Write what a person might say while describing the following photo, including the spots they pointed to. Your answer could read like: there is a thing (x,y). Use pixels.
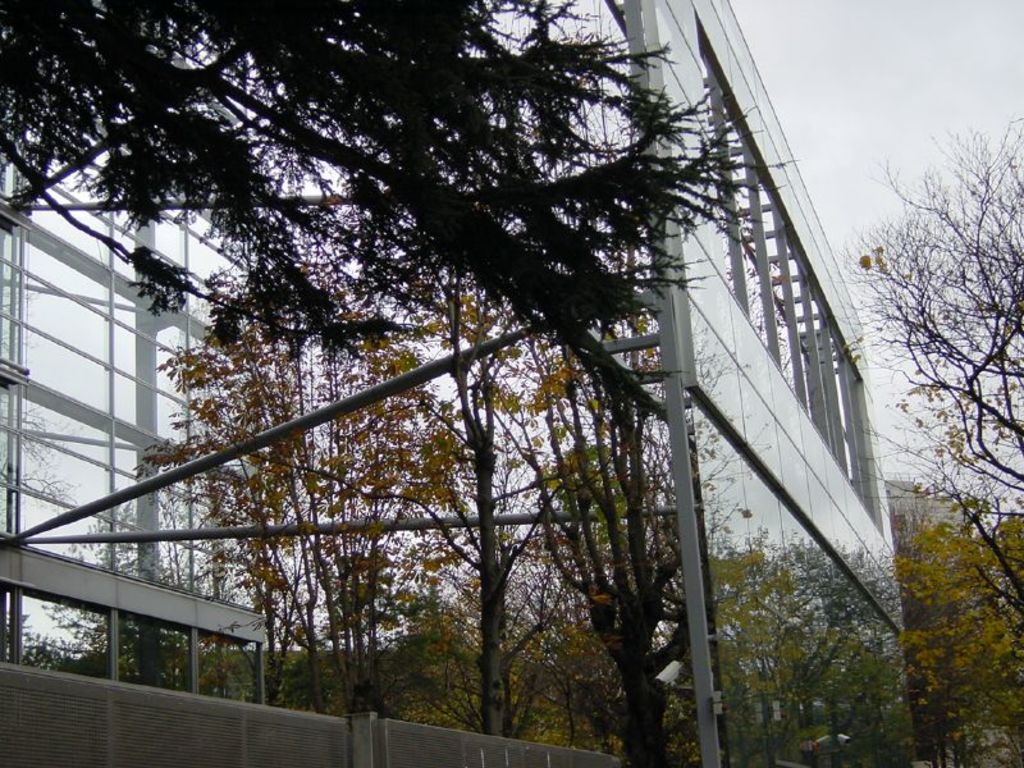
In this picture, we see the glass wall (737,512) with poles (654,166) and some objects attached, trees (452,455), fencing (199,736), and the sky (859,114).
